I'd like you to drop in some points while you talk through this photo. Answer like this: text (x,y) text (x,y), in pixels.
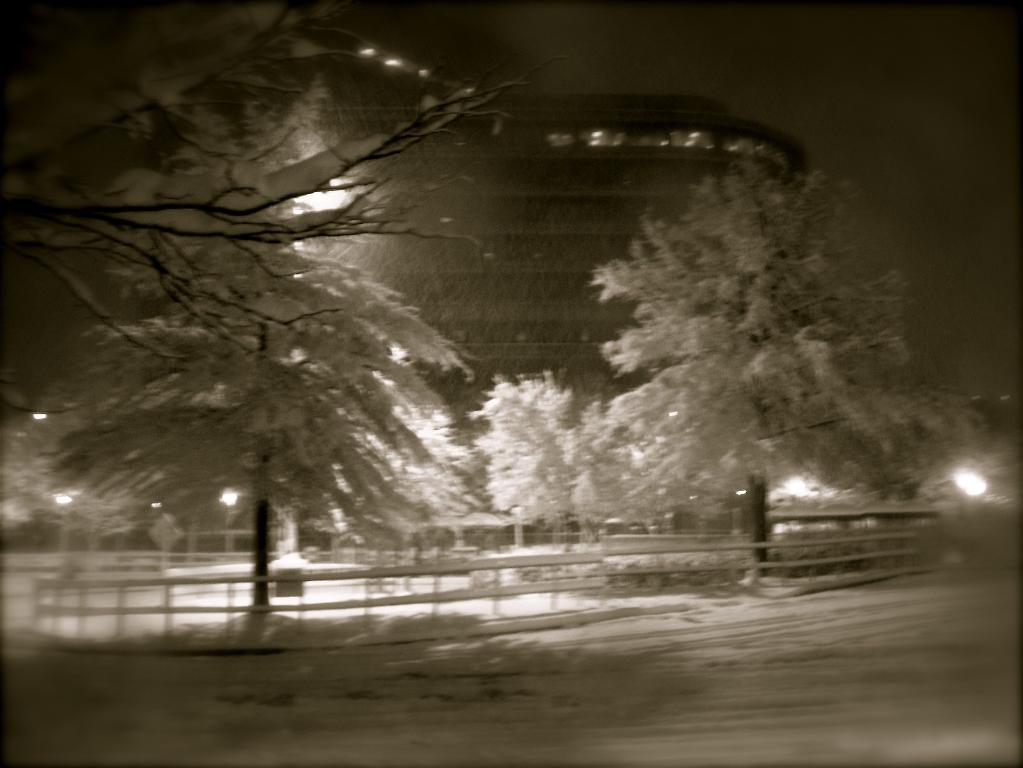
In this image in the center (386,263) there is one building (442,320) and in the foreground (401,335) there are some trees (927,469) and a fence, at the bottom (705,692) there is snow (108,652) and also we could see some lights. On the top of the image (748,90) there is sky (777,111).
